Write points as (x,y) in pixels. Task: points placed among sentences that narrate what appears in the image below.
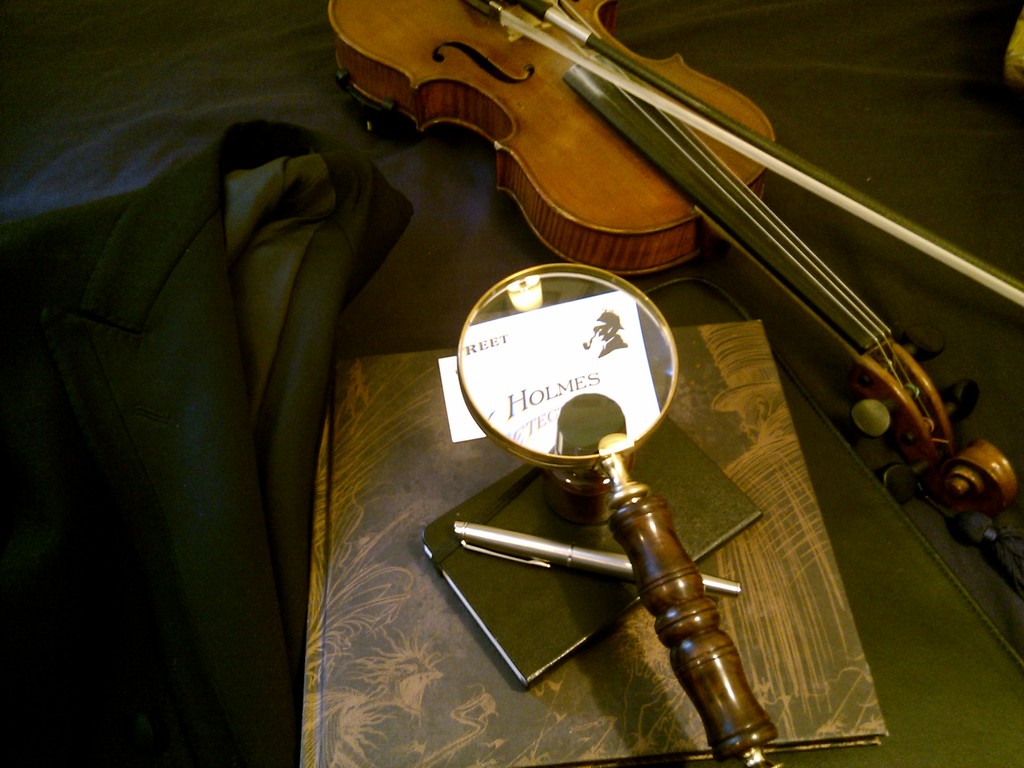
In this image I can see a blazer (286,703), a lens (552,454), a pen (518,545), a diary (479,511) and a musical instrument (561,172).
